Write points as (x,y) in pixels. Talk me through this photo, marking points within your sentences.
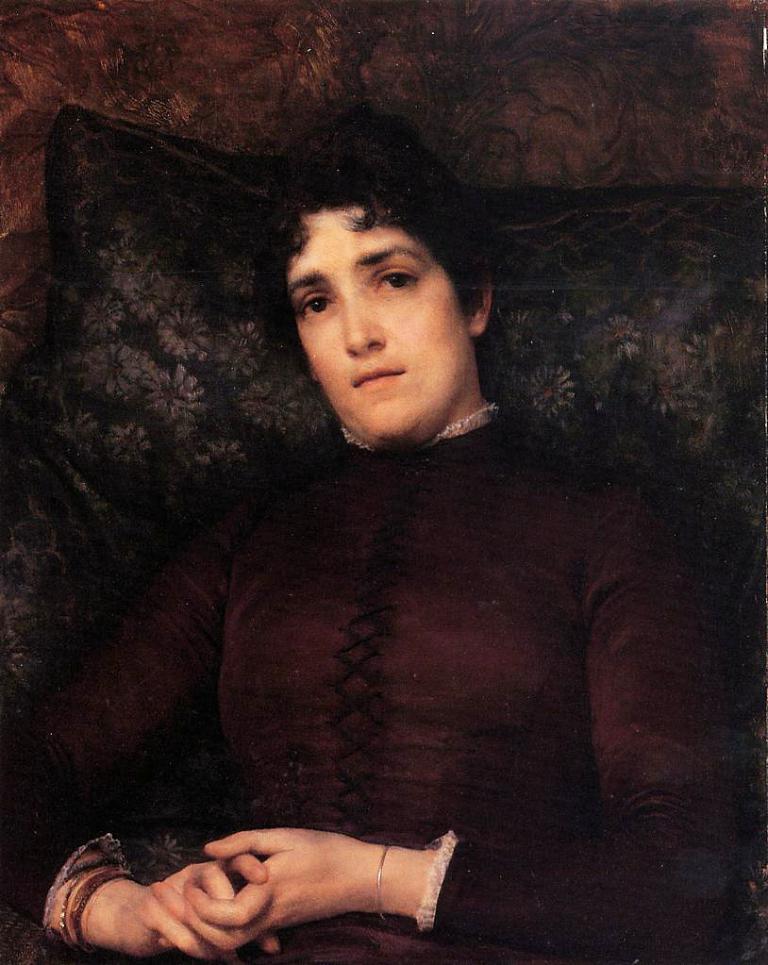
In the picture I can see a person (390,839). In the background (736,209) I can see a pillow (734,234).
